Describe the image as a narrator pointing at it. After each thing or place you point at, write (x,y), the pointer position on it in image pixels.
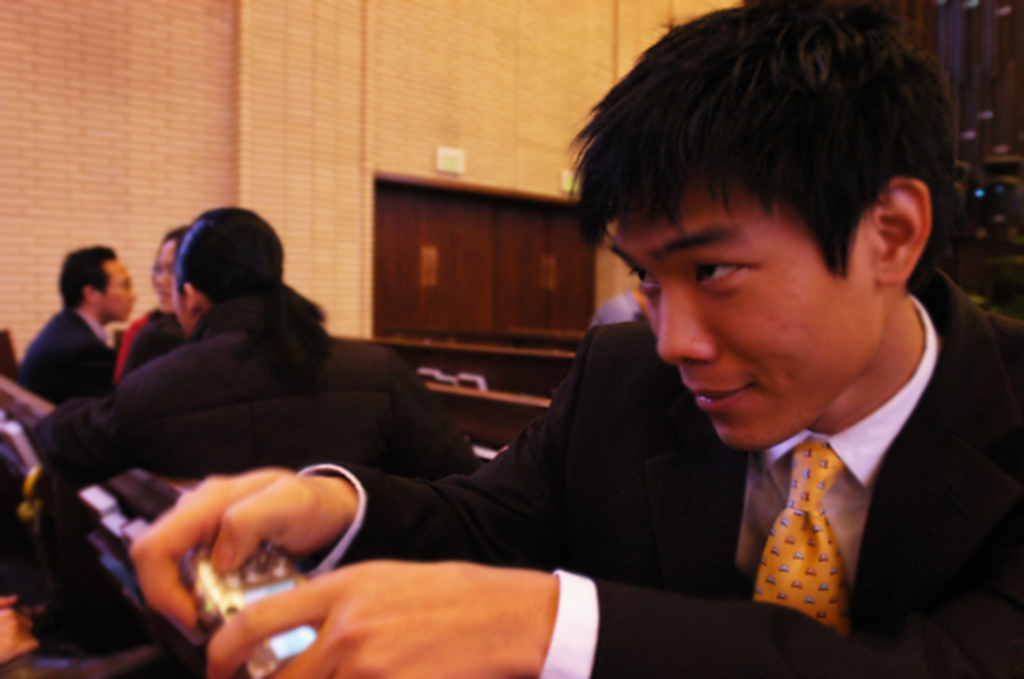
In this picture we can see there are groups of people (315,381) sitting and a man (798,532) in the black blazer (697,545) is holding an object (279,559). Behind the people (267,351) there is a wall (455,80) with a door (491,277).
